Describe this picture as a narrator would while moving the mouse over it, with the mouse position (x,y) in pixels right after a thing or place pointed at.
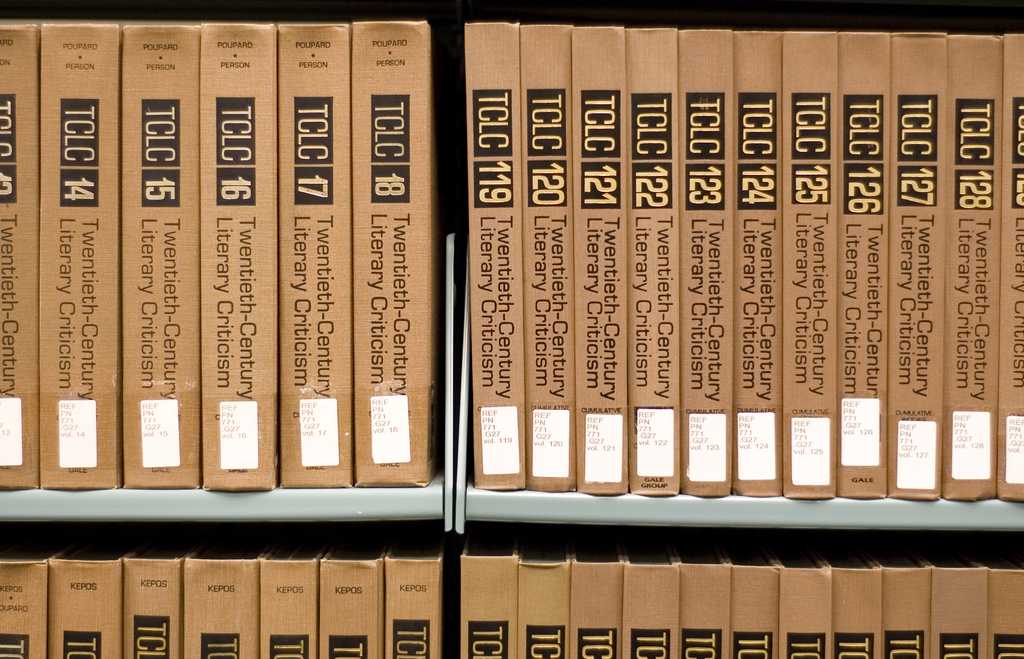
Here in this picture we can see number of books (352,358) present in the racks (134,512) over there.
